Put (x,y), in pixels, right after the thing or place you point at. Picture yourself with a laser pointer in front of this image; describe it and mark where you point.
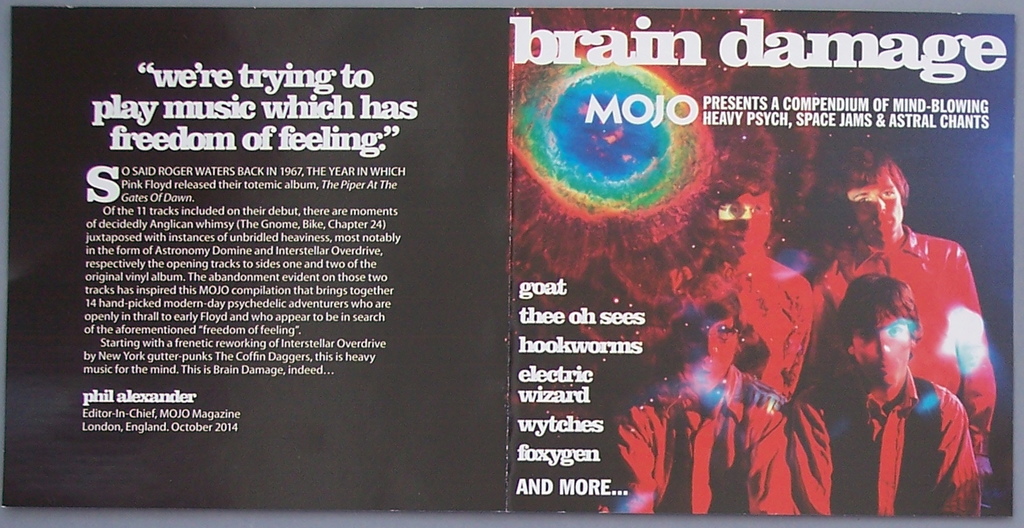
In this image there is like a board (202,240), in which there are some text (558,288) and images (928,371) of a few people (896,329).
